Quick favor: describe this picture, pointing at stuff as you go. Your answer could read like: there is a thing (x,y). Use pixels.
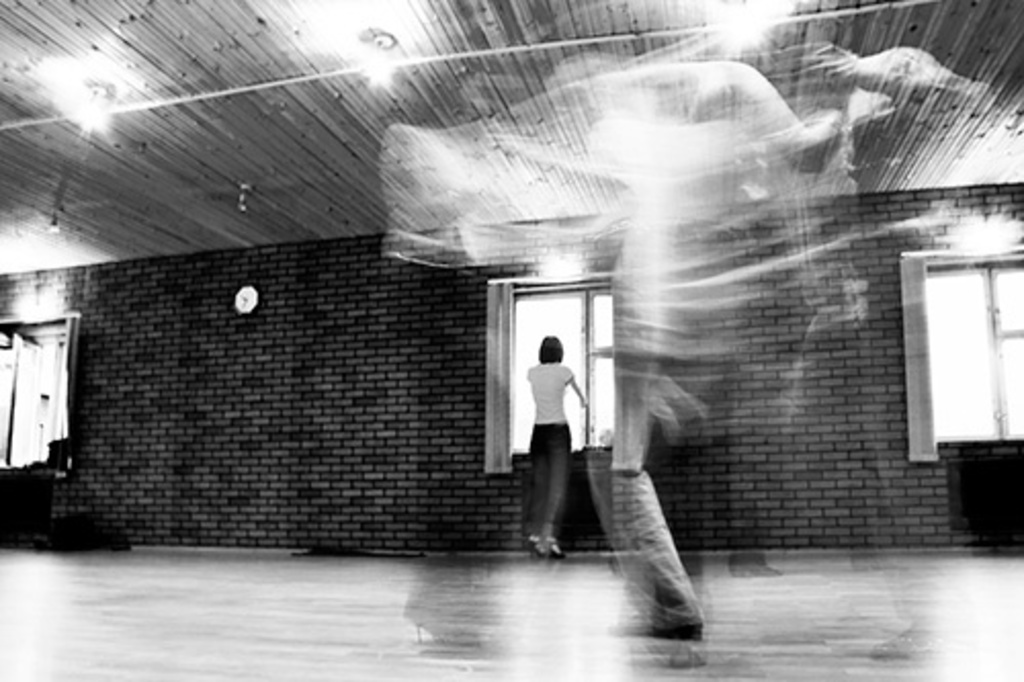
In the image I can see a woman (538,439) is standing. Here I can see windows (575,365), a clock (243,304) on the wall (174,367) and lights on the ceiling (421,188). This image is black and white in color.
